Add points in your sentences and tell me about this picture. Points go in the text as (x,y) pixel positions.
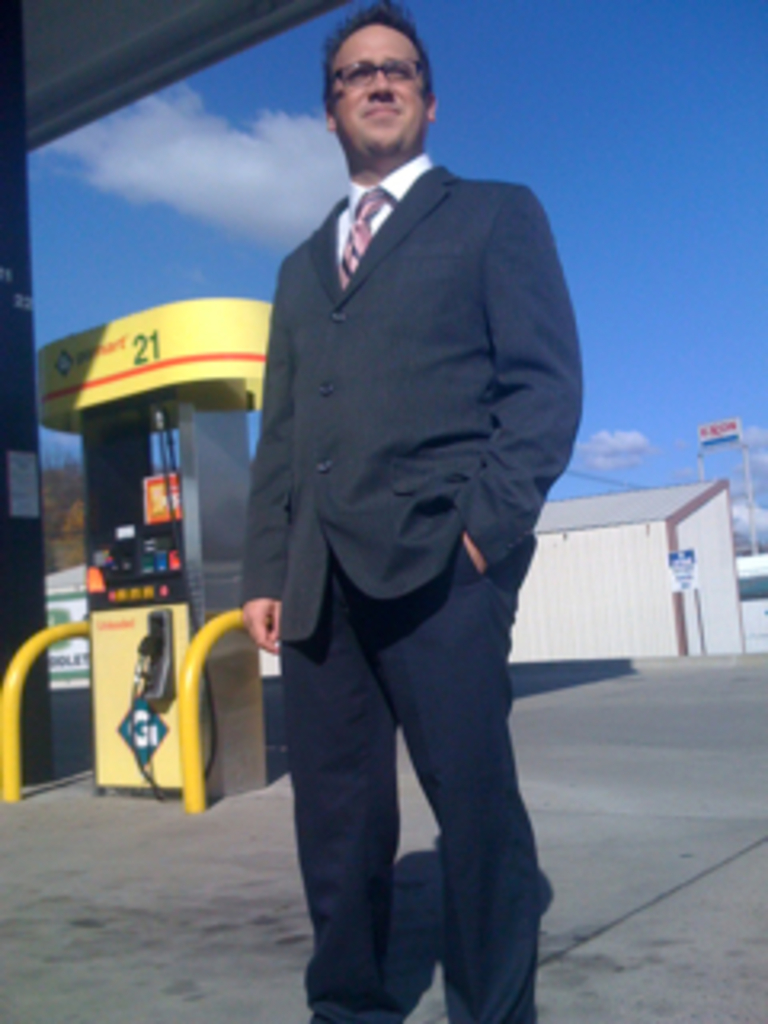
In the picture I can see a man (468,951) in the middle of the image (265,357). He is wearing a suit (349,853) and a tie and there is a smile on his face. I can see the fuel dispenser (237,491) on the left side (192,453). In the background (609,511), I can see the metal shed construction (616,500). There is a hoarding board pole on the right side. There are clouds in the sky (629,264).
